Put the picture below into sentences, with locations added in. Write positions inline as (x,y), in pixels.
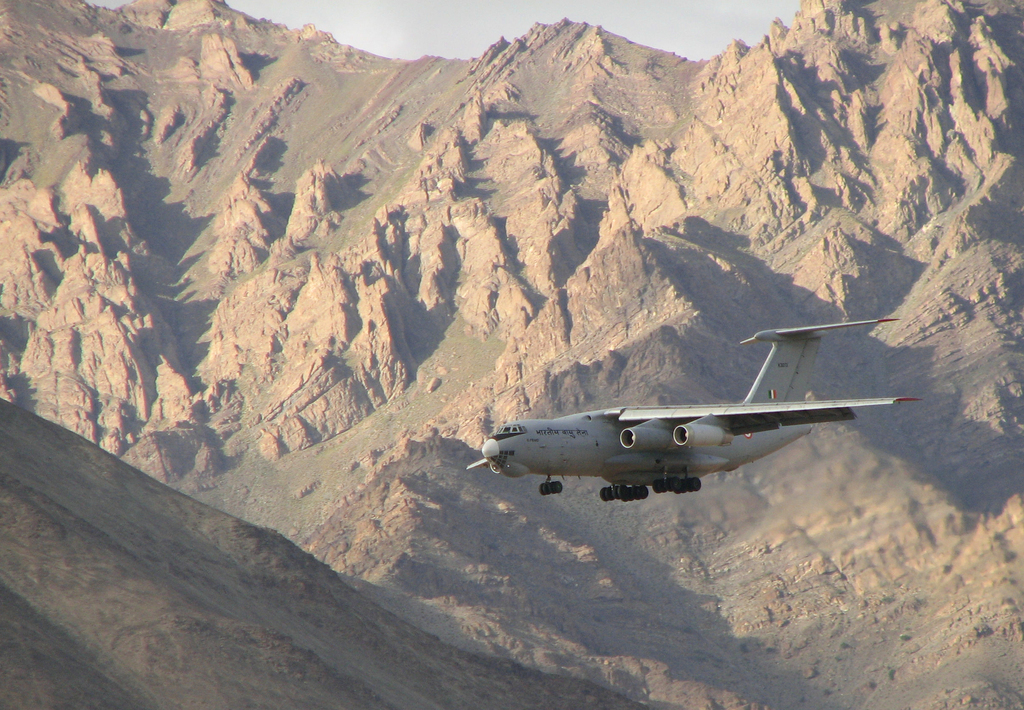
In this image I can see in the middle (541,458) there is an aeroplane (793,425), in the background (953,288) there are hills (597,296). At the top (448,23) there is the sky (454,13).
